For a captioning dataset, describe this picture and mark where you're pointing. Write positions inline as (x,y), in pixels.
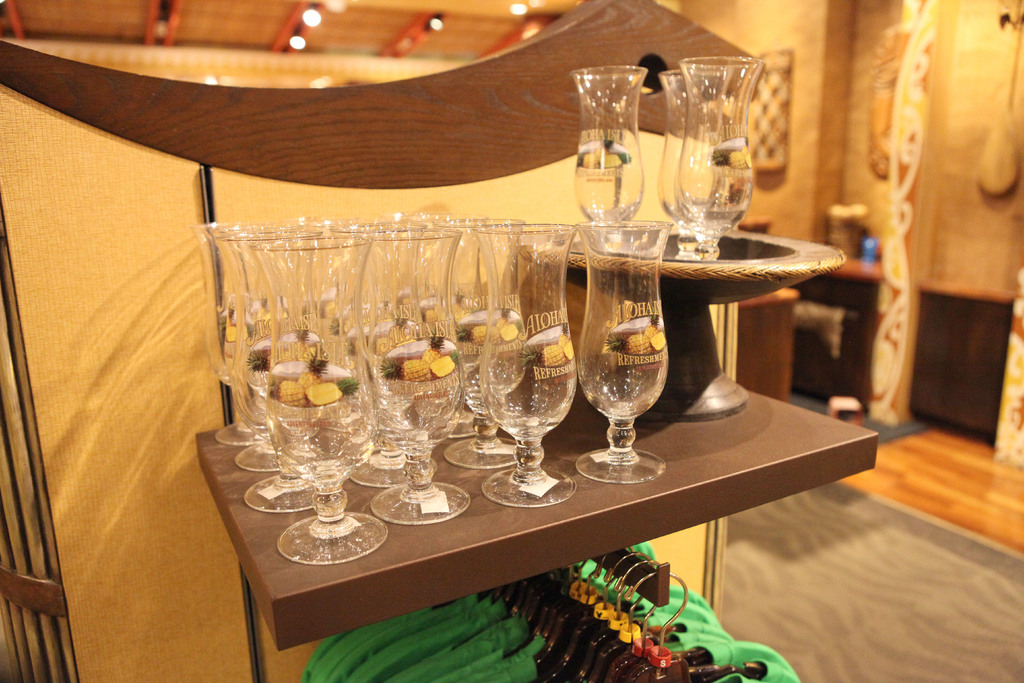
In the image in the center (640,429), we can see one table (600,516). On the table (600,515), we can see glasses (625,483) and one object (751,233). Below the table (613,504), we can see hangers (609,615) and clothes (471,642). In the background (771,29) there is a wall (771,45), roof (243,15), lights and a few other objects (310,138).
